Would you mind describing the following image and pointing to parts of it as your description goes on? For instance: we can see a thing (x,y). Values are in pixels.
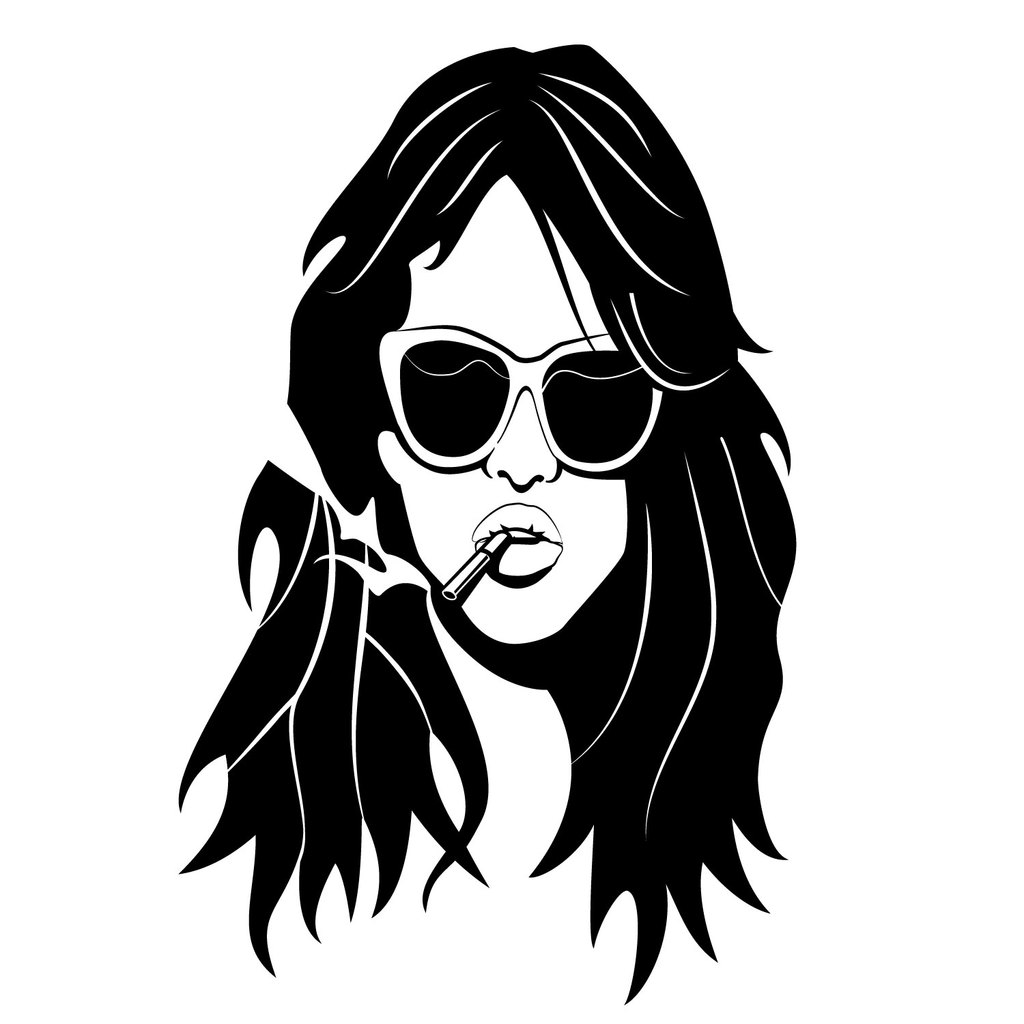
In this picture we can see an art (415,464) in the middle of the image (456,523).
